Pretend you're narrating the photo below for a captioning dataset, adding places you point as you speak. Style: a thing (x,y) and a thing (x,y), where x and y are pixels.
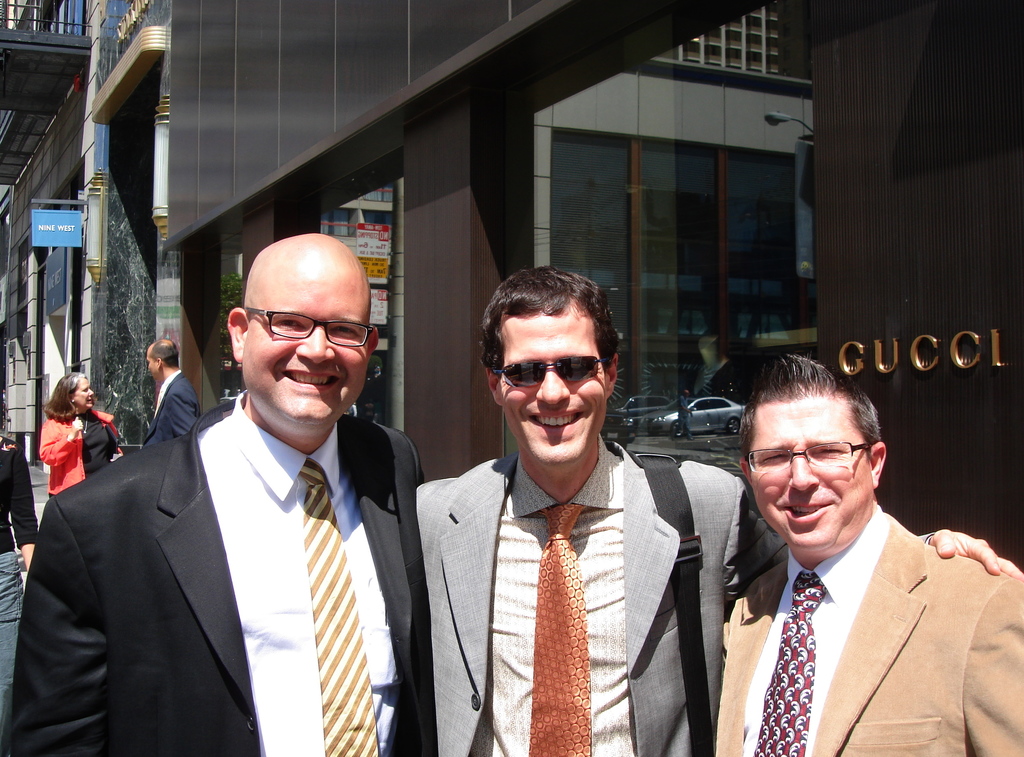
In the center of the image (345,305) we can see three people (282,574) are standing and smiling and wearing the suits (926,617), ties (559,576). In the background of the image (449,389) we can see the buildings (558,148), boards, grilles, text (994,336) on the wall (1003,417). On the left side of the image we can see three people (172,418) are standing on the footpath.
